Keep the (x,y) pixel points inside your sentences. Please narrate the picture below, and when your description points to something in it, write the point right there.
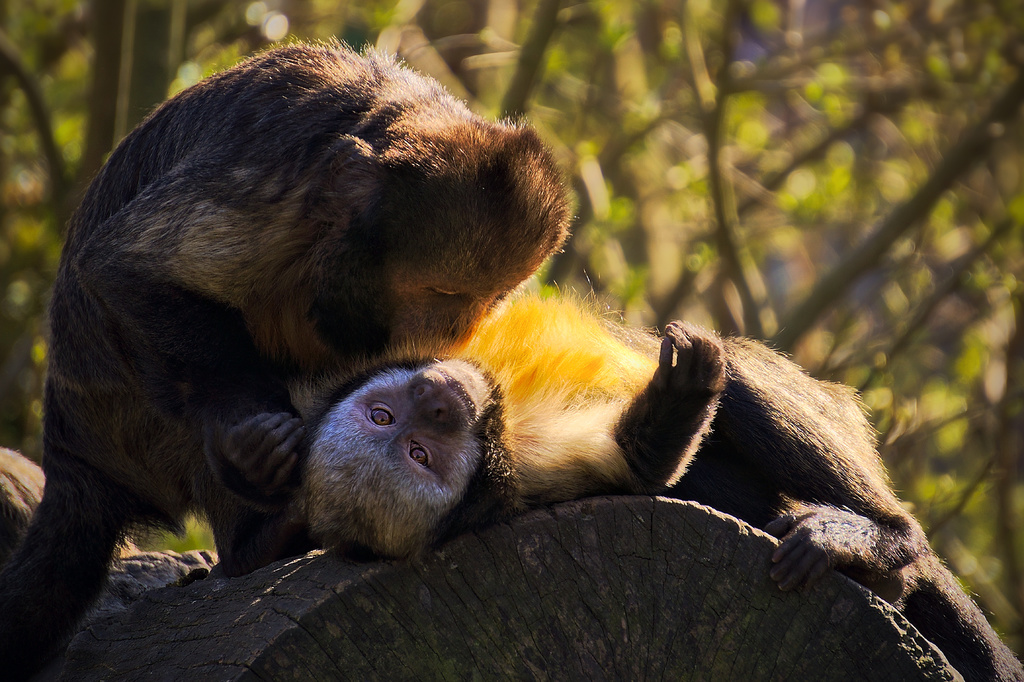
In this image we can see animals (388,352) on the tree trunk (305,571) and a blurry background (95,90).
